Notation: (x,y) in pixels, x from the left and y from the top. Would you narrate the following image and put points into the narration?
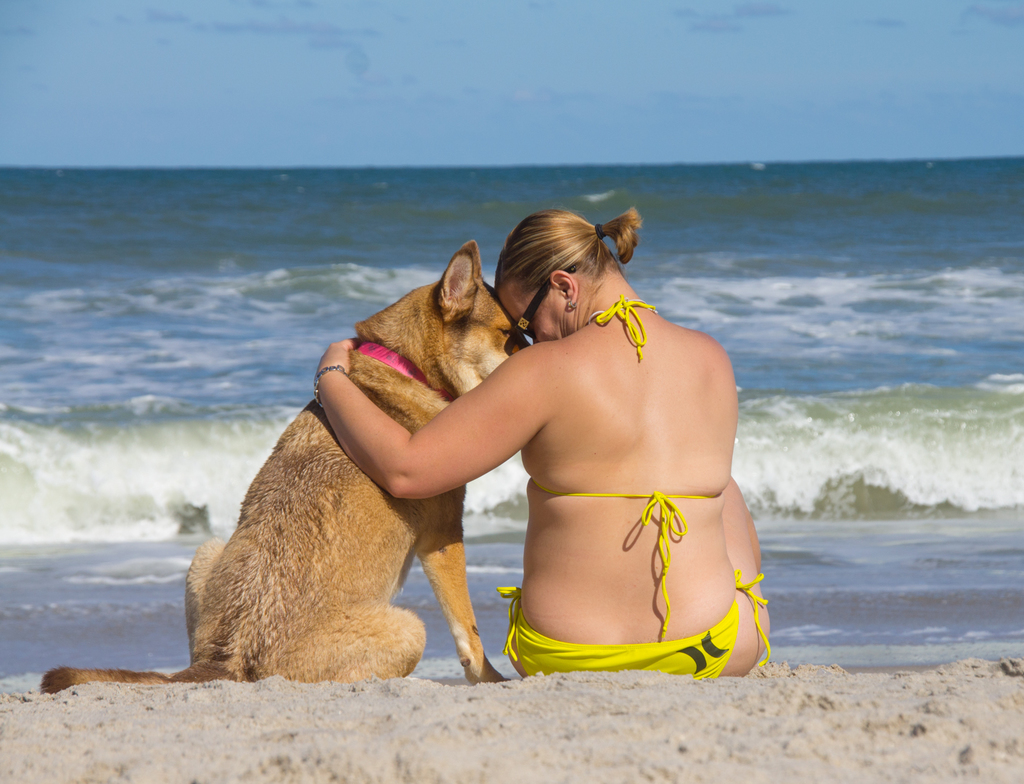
In this image I can see a person (454,464) and the dog (387,627) sitting on the sand (506,710). In front of them there is a water (228,252) and the sky (497,82).
